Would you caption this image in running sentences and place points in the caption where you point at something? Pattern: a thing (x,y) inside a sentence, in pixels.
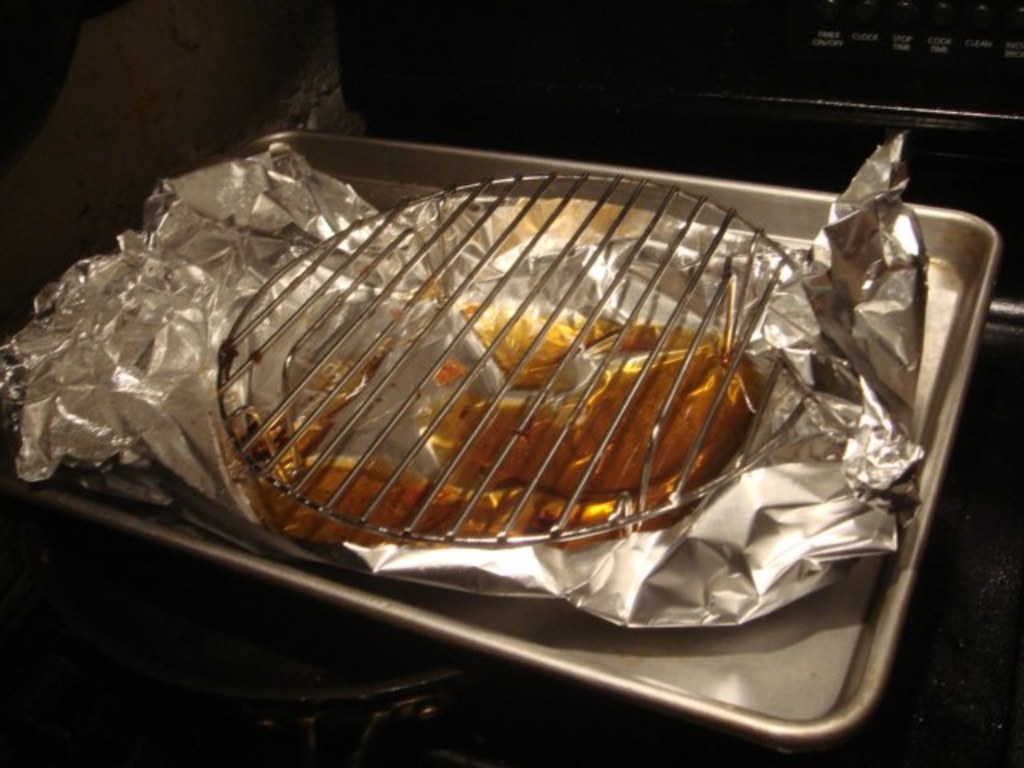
Here in this picture we can see drippings (528,385) in tin foil (249,286) present in a tray (178,492) over there and on the top of it we can see a wire rack (434,321) placed on it.
